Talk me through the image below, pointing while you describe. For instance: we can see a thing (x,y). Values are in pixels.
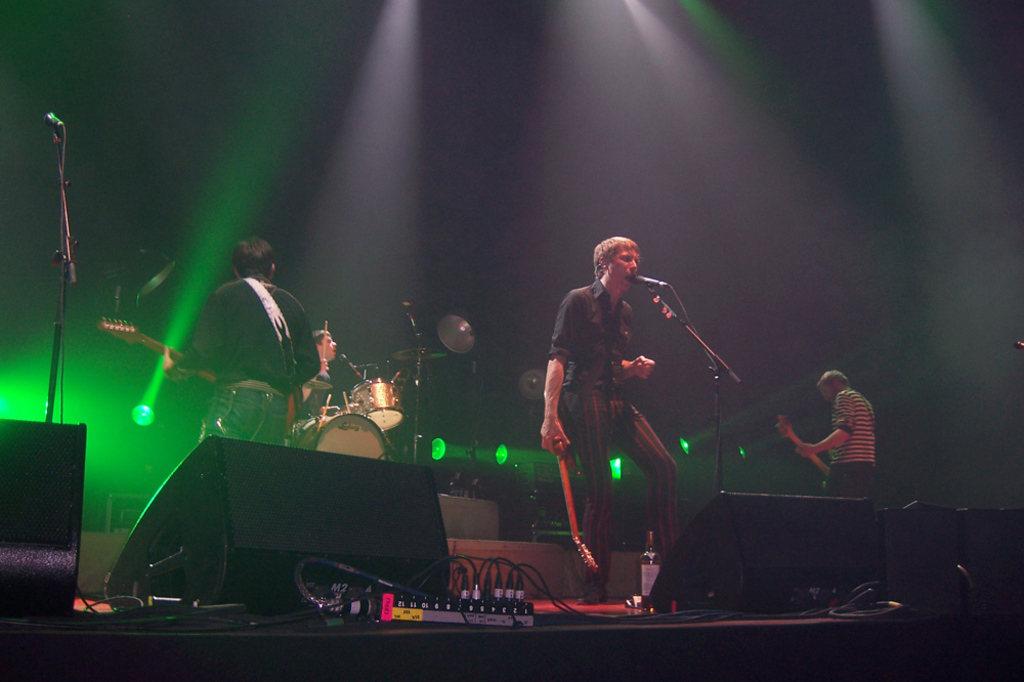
In this image I can see four persons (248,315) are playing musical instruments (328,415) on the stage (478,500), speakers (778,530), wires (335,562) and so on. In the background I can see focus lights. This image is taken during night on the stage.
